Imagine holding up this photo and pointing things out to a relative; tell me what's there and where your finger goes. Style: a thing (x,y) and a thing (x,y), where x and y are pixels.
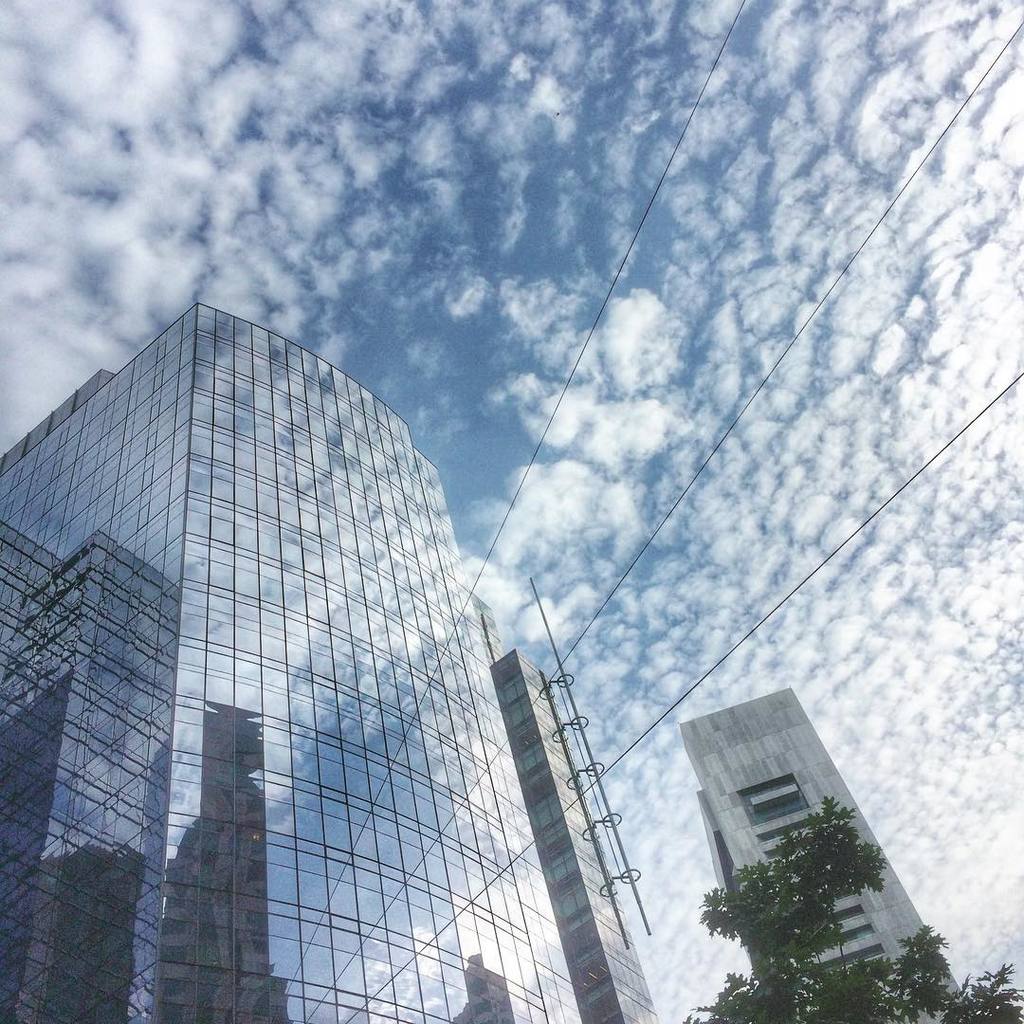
In the picture we can see a tower building (33,1020) with full of glasses (68,865) to it and beside it, we can see a tree (778,1006) and another tower building (706,792) and in the background (772,504) we can see a sky (588,317) with clouds (1002,945).
